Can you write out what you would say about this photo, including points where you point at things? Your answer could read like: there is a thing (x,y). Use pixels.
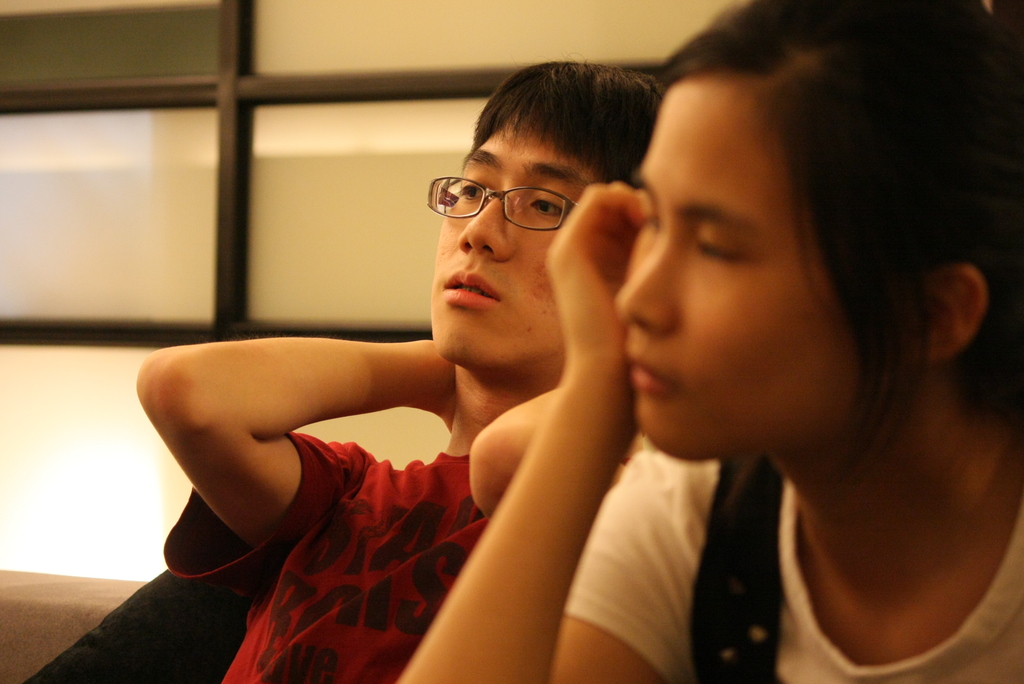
In this image we can see a man (533,263) and a woman (678,287) sitting. On the backside (249,222) we can see a window (245,249).
